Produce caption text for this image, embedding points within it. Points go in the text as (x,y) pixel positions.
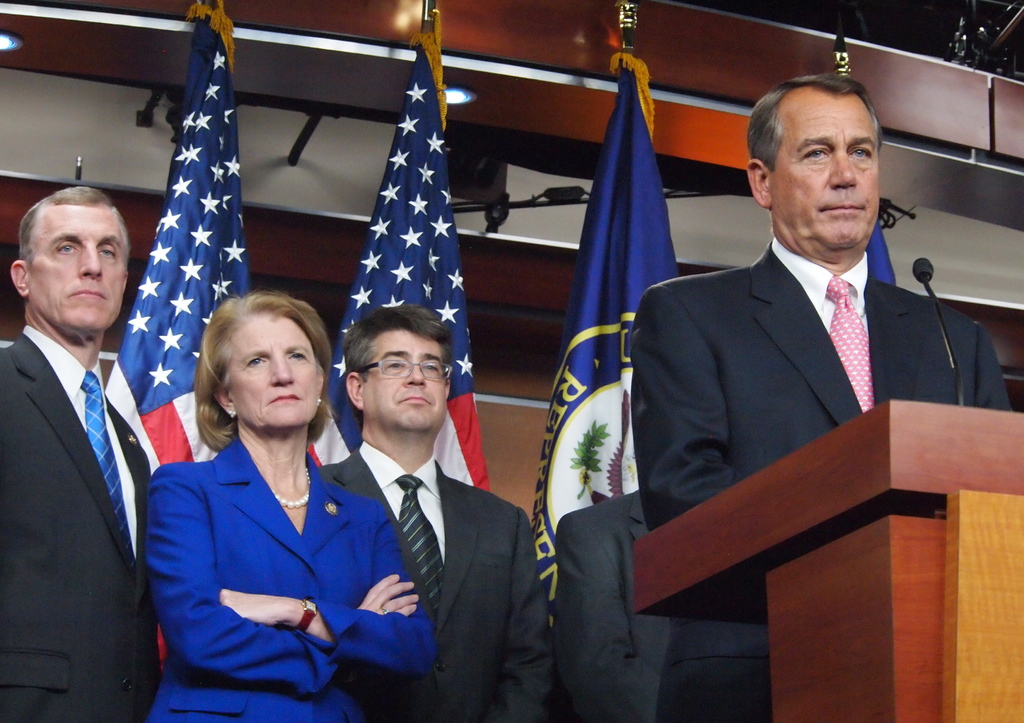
In this image I can see the group of people (302,576) with blazers (446,637), shirts (443,531) and ties (427,547). I can see one person (741,429) standing in-front of the podium (885,472). On the podium (930,489) I can see the mic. In the background (627,312) I can see many flags (441,296) and lights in the top (182,198). And there is a white and brown color background (264,169).
